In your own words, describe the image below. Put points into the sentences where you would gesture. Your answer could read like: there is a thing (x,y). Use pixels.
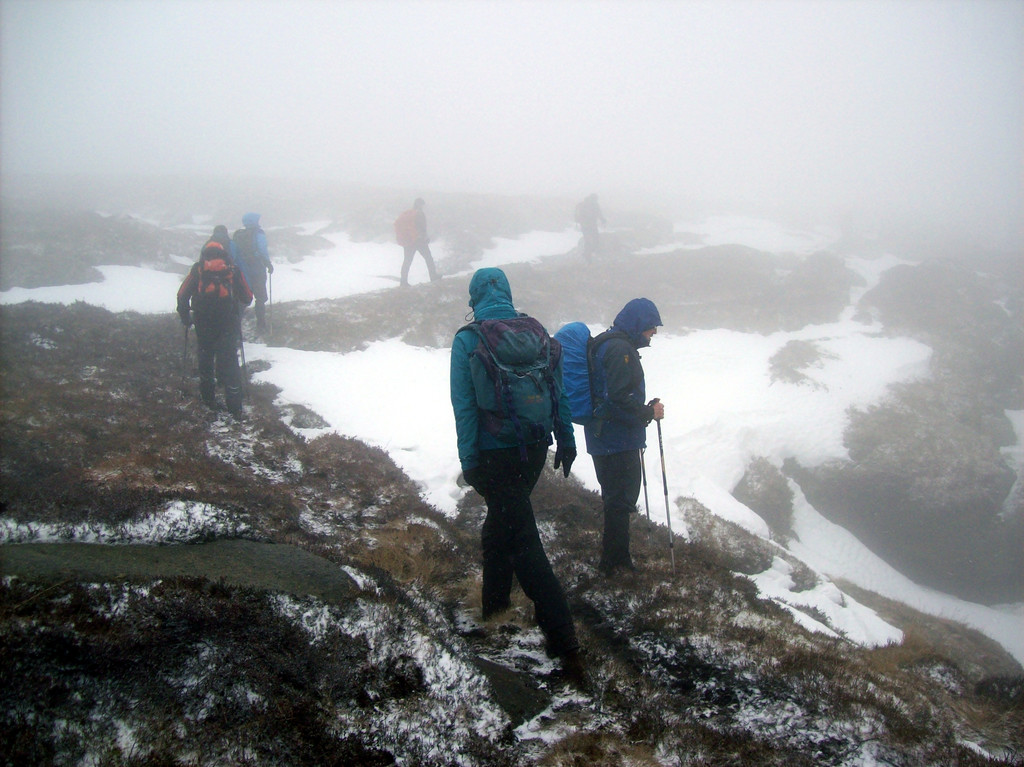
In this image I can see few people (637,485) are walking, they wore coats (464,423), trousers (515,491). On the right side (688,398) there is the snow (673,398), at the top (549,66) it is the foggy sky (547,127).
